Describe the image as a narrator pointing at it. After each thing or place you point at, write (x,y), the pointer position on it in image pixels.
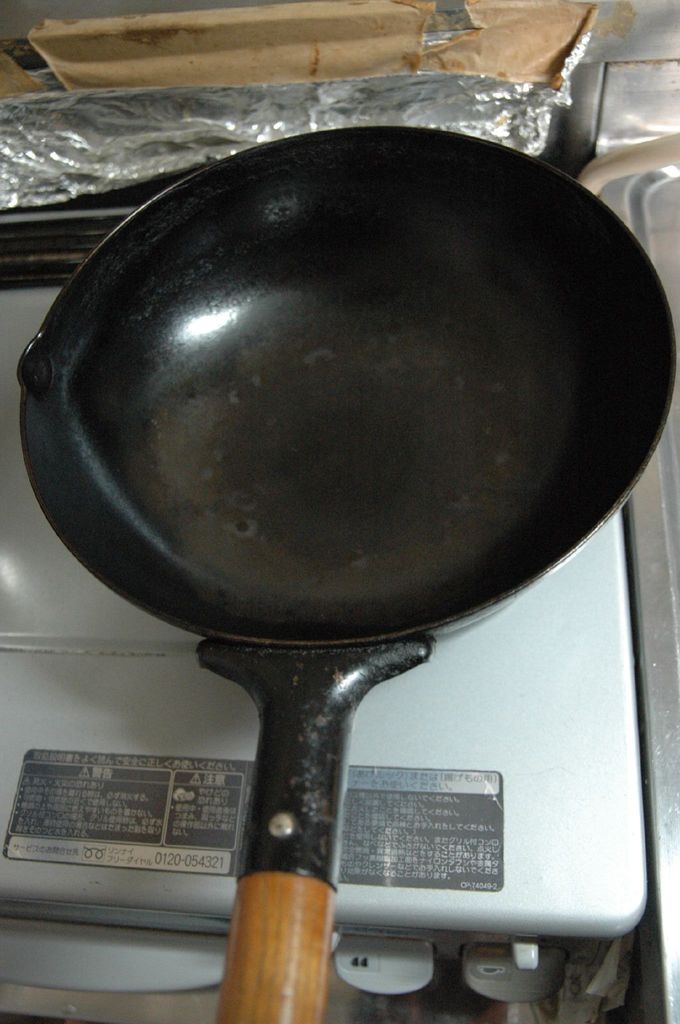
In this image we can see a pan (316,598) on the stove (356,771). In the background of the image (322,110) there is a silver foil (201,133).
